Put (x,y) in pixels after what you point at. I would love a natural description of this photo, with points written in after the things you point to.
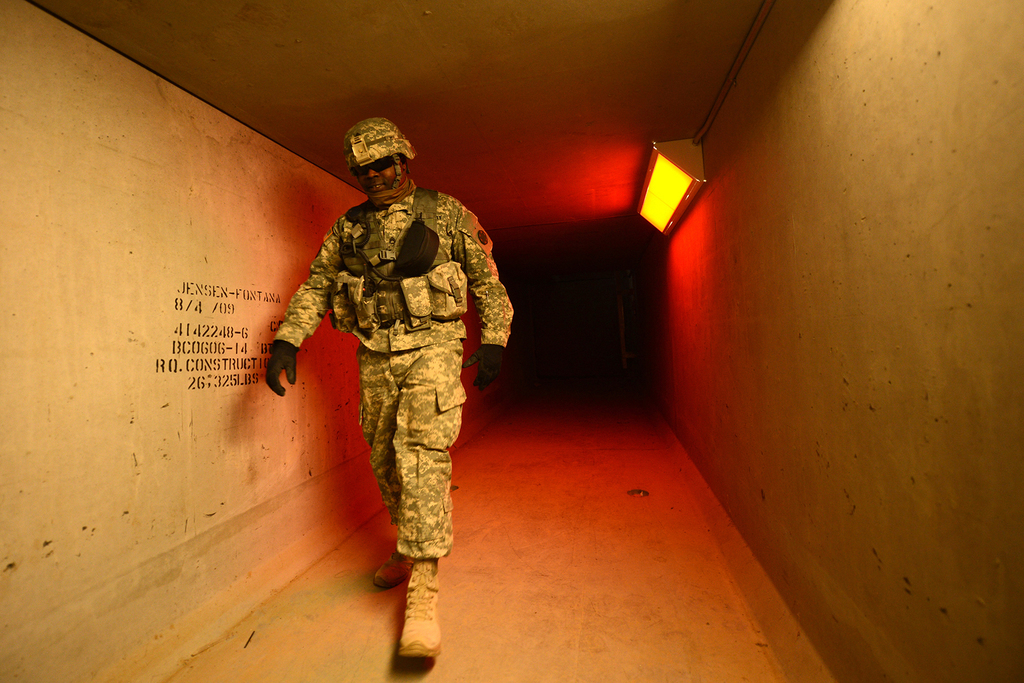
Here in this picture we can see a person (383,291) walking over a place, as we can see he is wearing a military dress (387,418) on him and we can see he is wearing gloves (485,366), goggles (362,166) and helmet (358,154) on him and on the right side (683,176) we can see a light (700,151) present over there.
